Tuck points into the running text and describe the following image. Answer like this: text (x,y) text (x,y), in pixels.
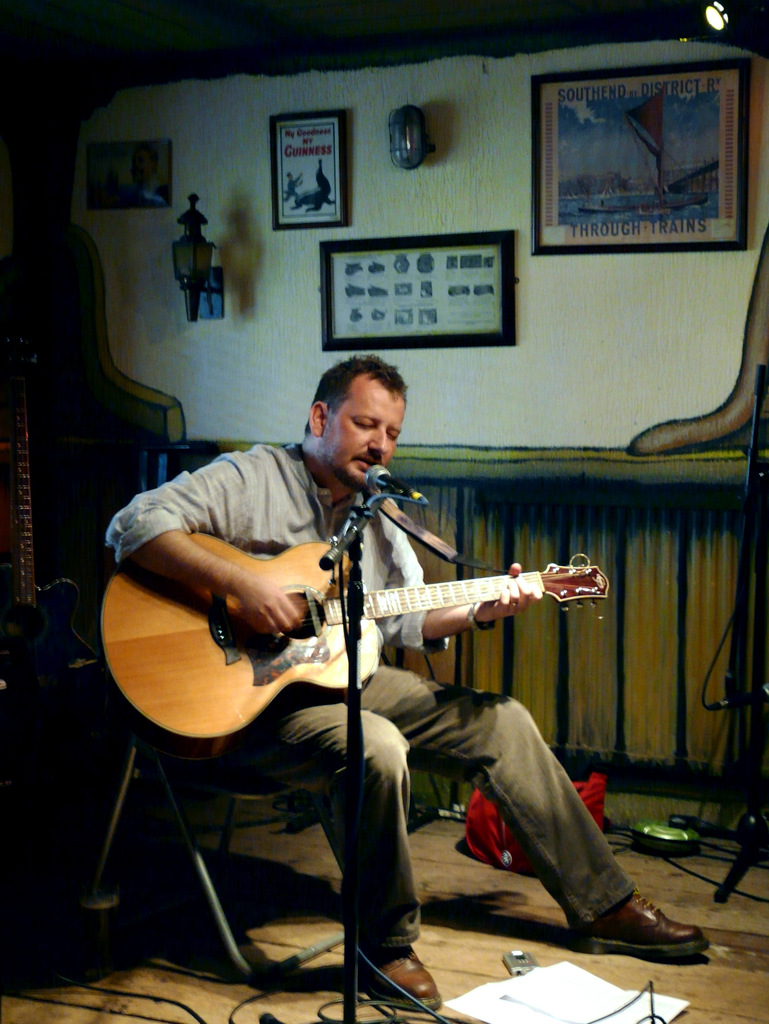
This image has a man (361,400) sitting on the chair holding a guitar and playing it. There is a mike stand (351,987) before him. There are few picture frames (656,103) attached to the wall (229,289) and two lamps (186,256) are also attaches to the wall (725,432). There is a paper (668,1005) on the floor (470,989) and red colour cloth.
